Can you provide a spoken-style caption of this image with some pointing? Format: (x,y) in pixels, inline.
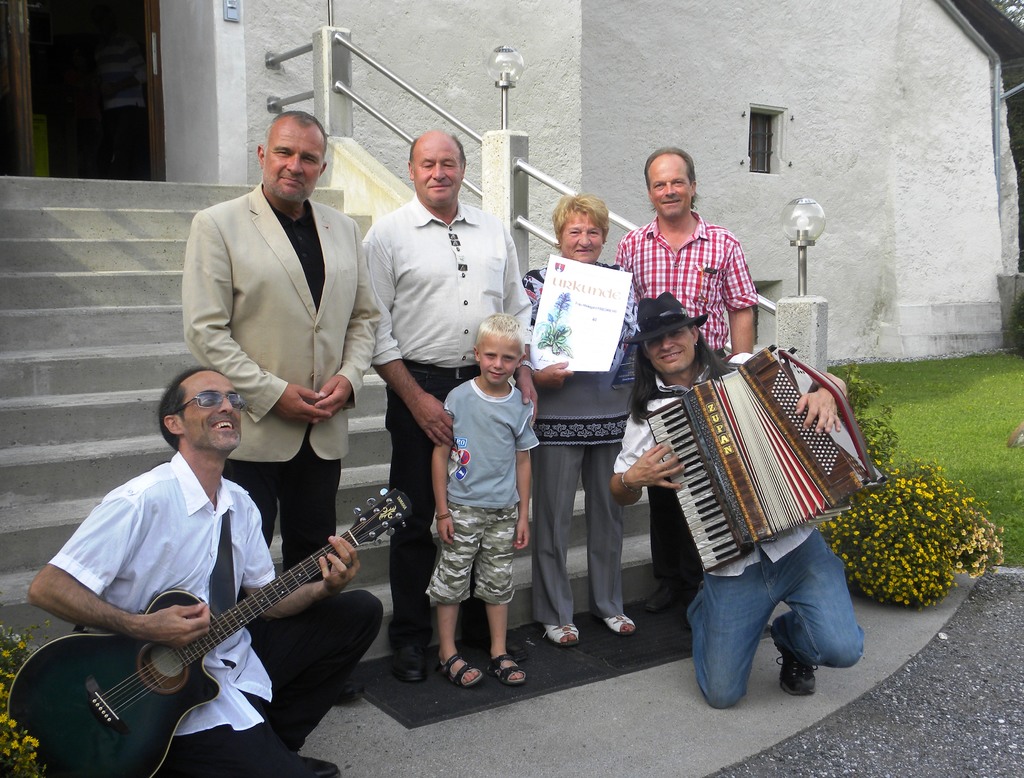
Here we can see some persons (517,487) are standing on the floor (606,711). There is a man (201,369) who is playing guitar (279,602) and he has goggles (206,405). Another man (832,406) is holding an accordion (787,476) with his hand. This is plant (940,532) and there are flowers (911,536). On the background (811,144) there is a wall (633,62) and these are the lights (807,219). Here we can see a door (163,129) and this is grass (973,387).
